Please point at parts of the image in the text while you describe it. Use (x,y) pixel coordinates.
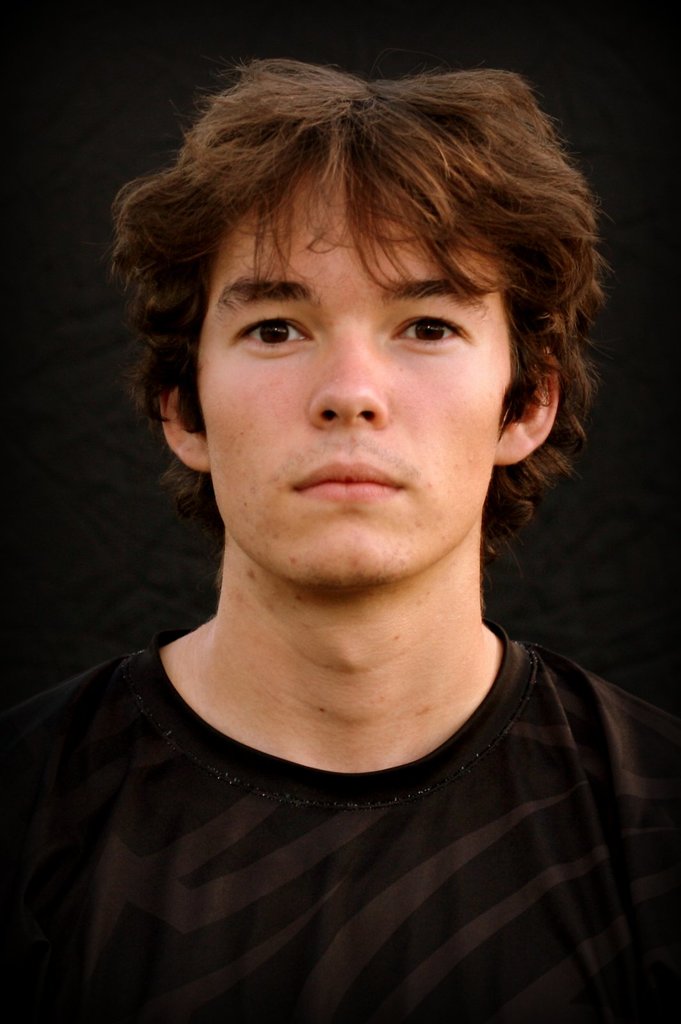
In the picture I can see a man (132,882) in the middle of the image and he is wearing a black color T-shirt (225,919).
